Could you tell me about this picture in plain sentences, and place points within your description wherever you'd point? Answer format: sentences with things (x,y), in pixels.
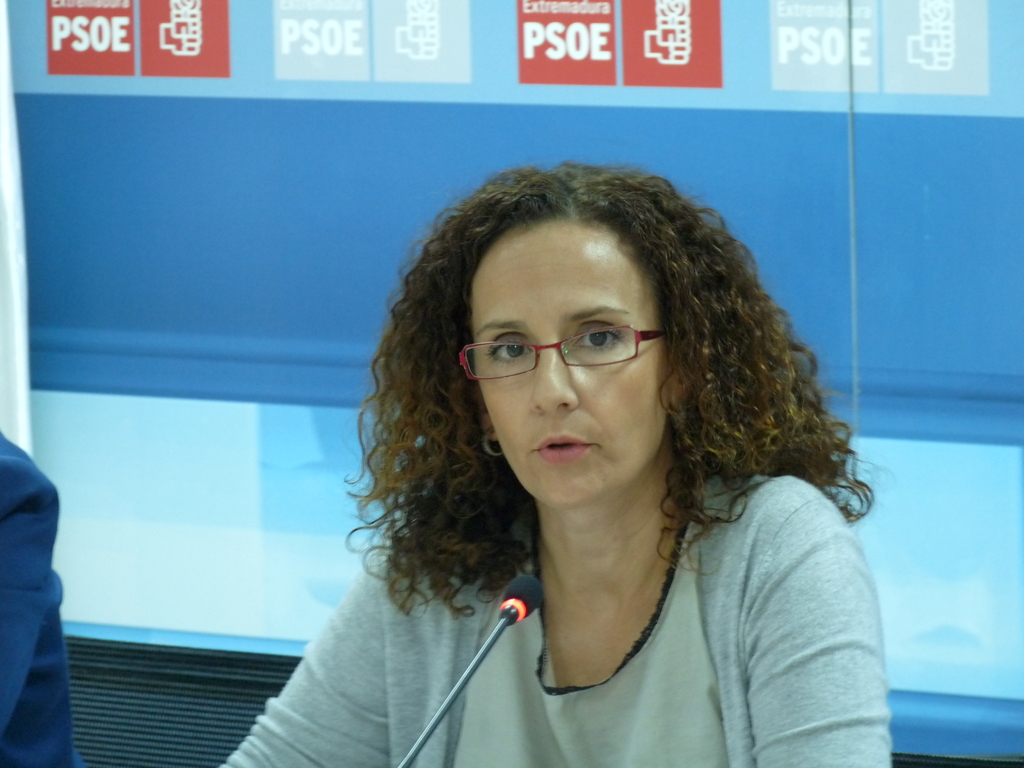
In this picture we can see a woman (558,567) is sitting and explaining something and in front of the woman (553,604) there is a microphone (505,604). On the left side of the woman (367,642) it looks like a person (30,546). Behind the woman (287,726) there is a board (949,160).
